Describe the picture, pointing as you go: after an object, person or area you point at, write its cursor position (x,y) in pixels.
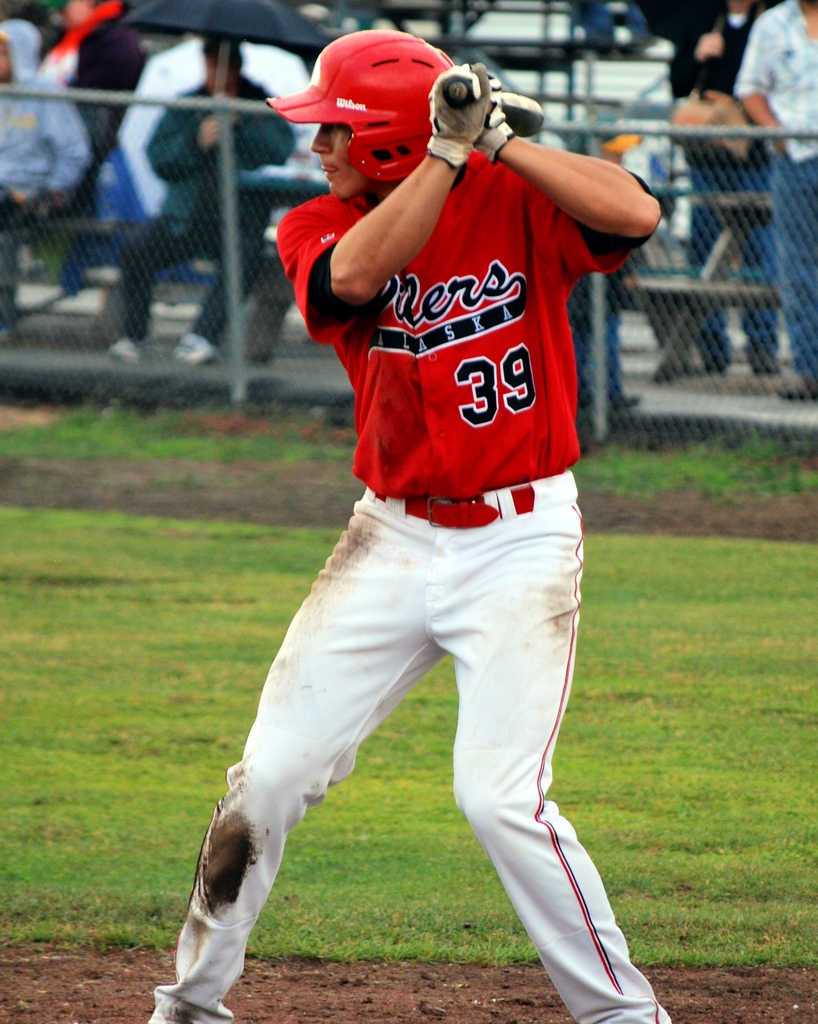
In the picture we can see a man (276,737) standing on the ground (368,801) and he is wearing a red T-shirt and a helmet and holding a stick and wearing a white glove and behind it, we can see a railing (96,377) and people (779,162) sitting and standing behind it and on the ground (384,799) we can see a grass (371,799).
